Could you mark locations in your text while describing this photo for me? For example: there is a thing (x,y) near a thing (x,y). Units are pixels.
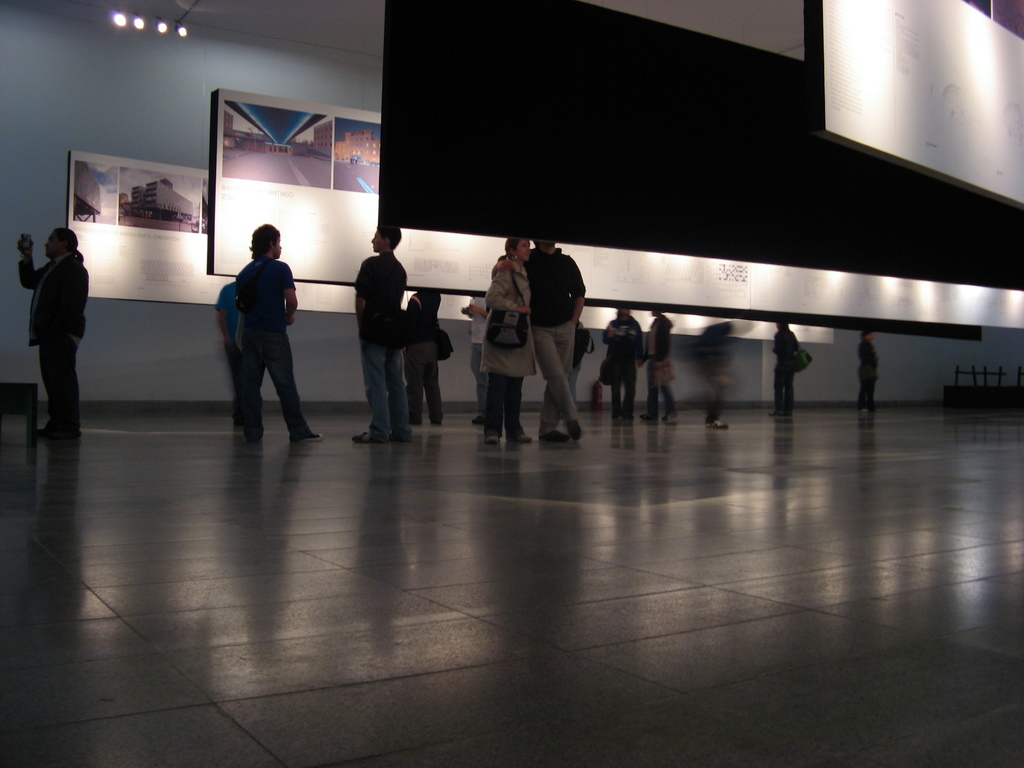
In this image there are few people (398,381) standing on the floor (594,505). In the background (487,240) there are three whiteboards (869,150) and one black board (648,135) hanged from the ceiling (707,26).
